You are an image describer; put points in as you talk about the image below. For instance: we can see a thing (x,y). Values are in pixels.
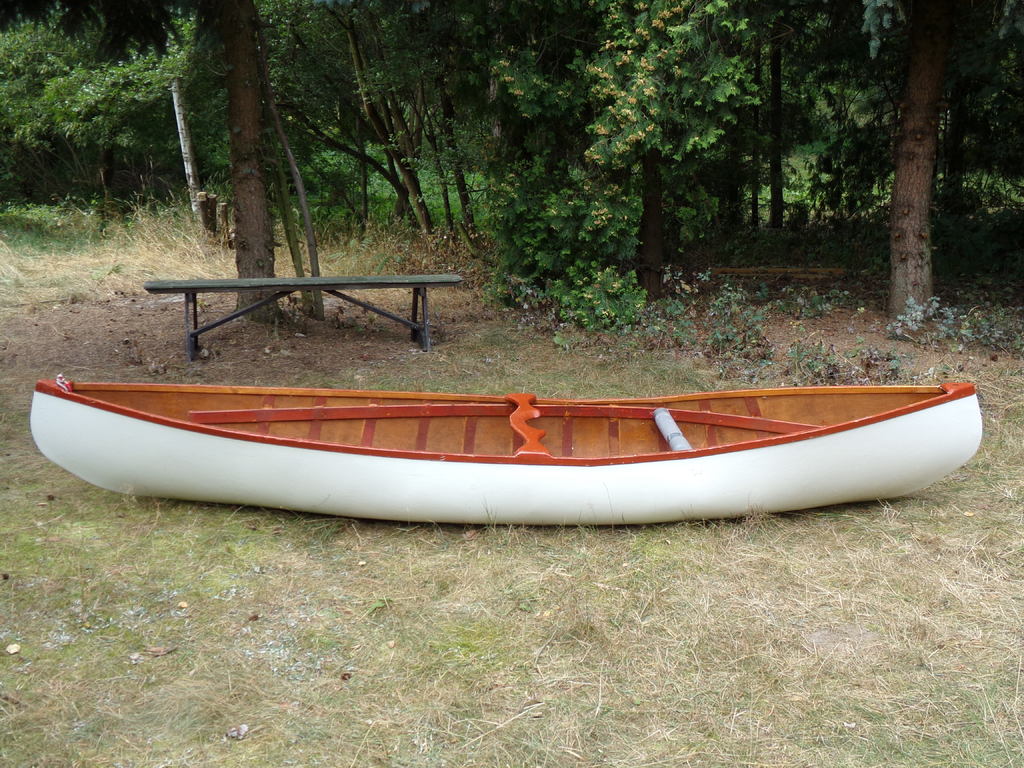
In the center of the image (347,428) there is a white color boat (937,415) on the grass surface (472,611). In the background of the image (540,234) there are trees (382,134). There is a bench (150,291).
